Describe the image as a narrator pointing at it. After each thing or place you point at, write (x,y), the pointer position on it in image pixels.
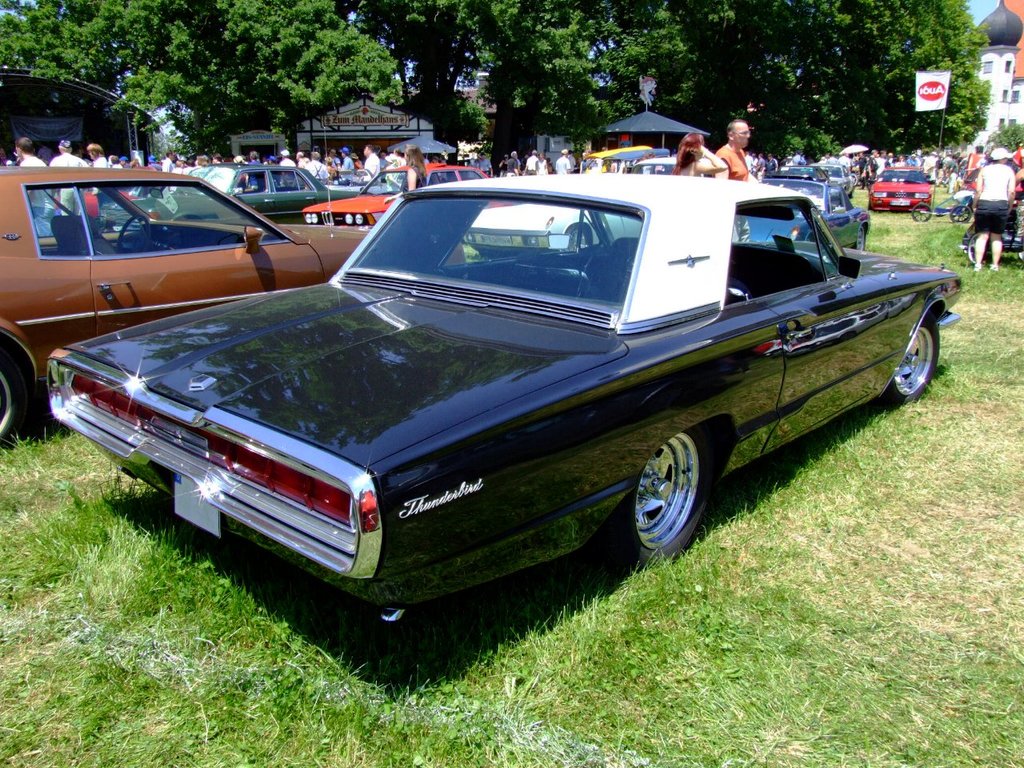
In this picture we can see some people (950,176) are standing, at the bottom (837,625) there is grass (880,592), we can see cars (638,224) in the middle (647,268), in the background (940,70) there are houses (1005,83), trees (622,65), umbrellas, a flag (919,96) and a banner (49,123), there is the sky (979,8) at the right top of the picture (969,0), we can see a bicycle (954,200) on the right side (954,200).
